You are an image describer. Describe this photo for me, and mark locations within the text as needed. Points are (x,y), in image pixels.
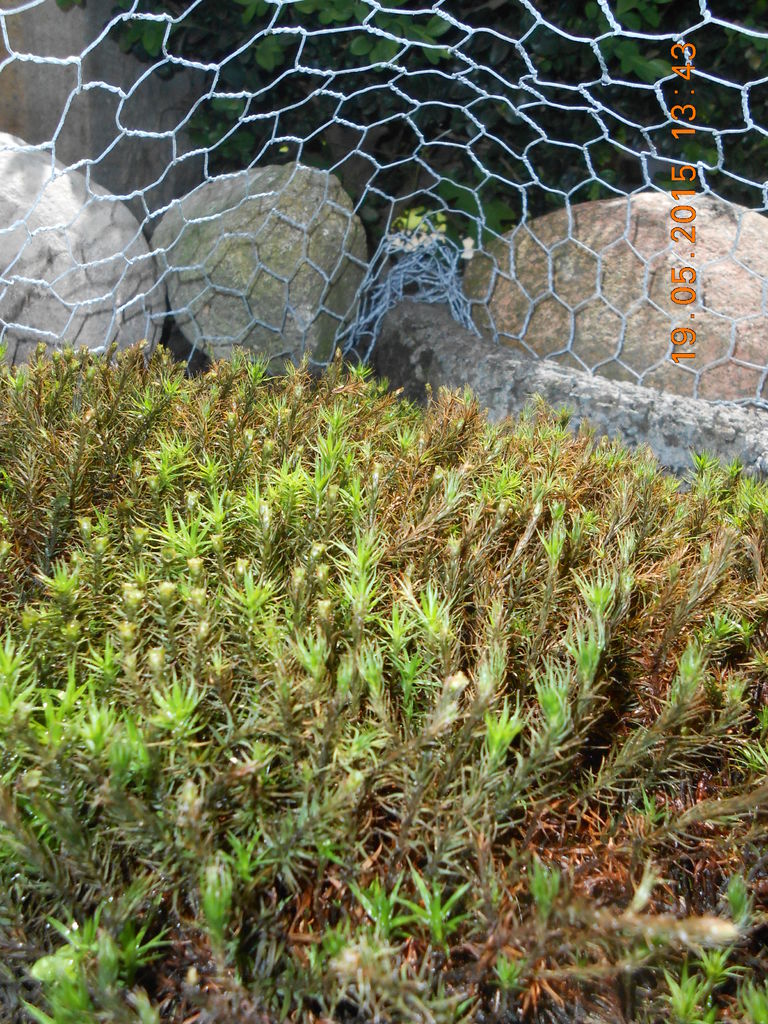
In this image there is a fencing (399,232) truncated towards the top of the image (288,49), there is a plant (544,44) truncated towards the top of the image (449,58), there are numbers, there are rocks (270,240), there is a rock (658,226) truncated towards the right of the image (669,216), there is a rock (57,271) truncated towards the left of the image (51,242), there are plants (387,694) truncated towards the bottom of the image (364,943), there are plants (152,826) truncated towards the left of the image (48,652), there are plants (652,626) truncated towards the right of the image (661,680).
